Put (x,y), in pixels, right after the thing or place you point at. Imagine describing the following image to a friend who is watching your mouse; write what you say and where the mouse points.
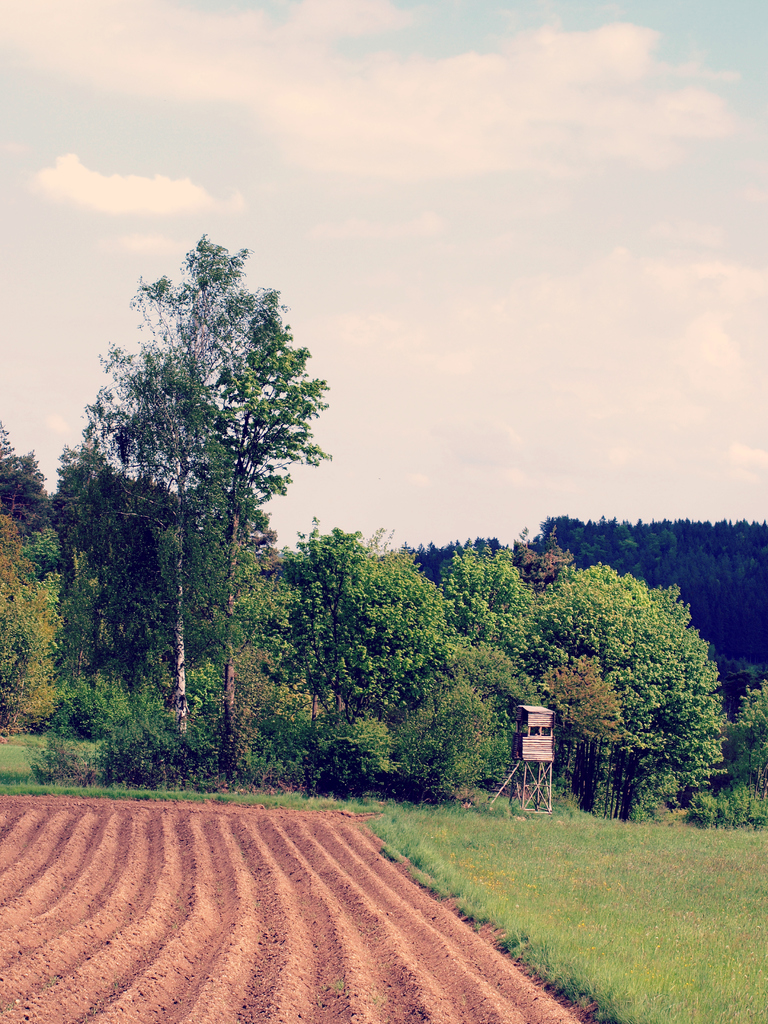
As we can see there is a cloudy sky (250,231) and there are lot of trees (290,624) all around and in between there is a wooden house (537,751) and on the ground (569,826) there is a grass (610,908) and beside it there is soil (224,931) which is preparing for the farming.
